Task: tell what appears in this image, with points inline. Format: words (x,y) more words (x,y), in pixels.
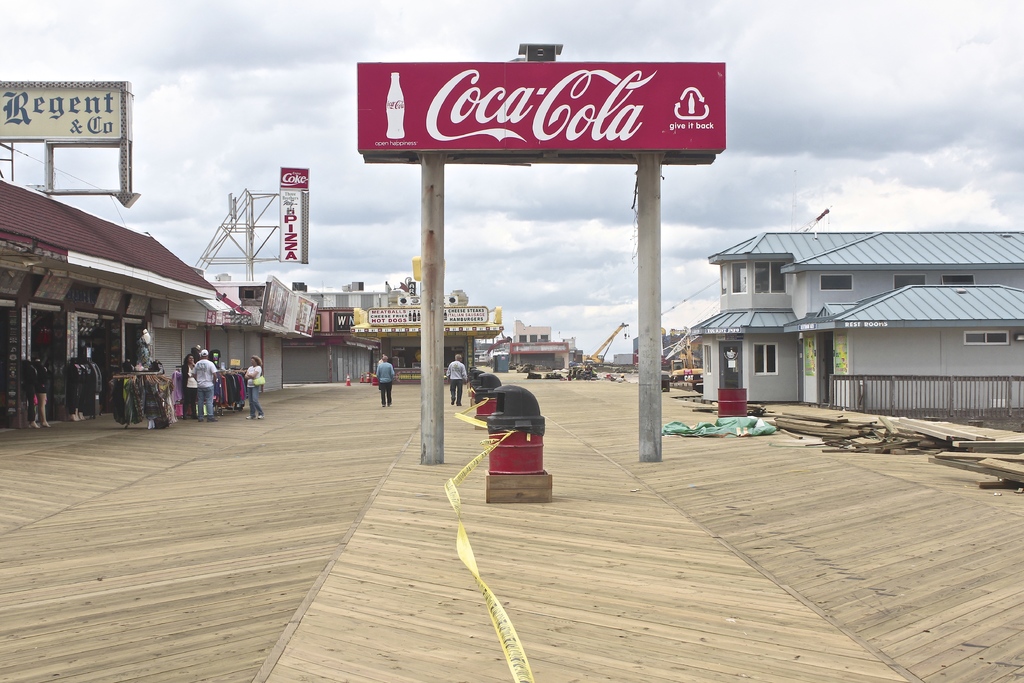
Here there are buildings (320,333) with the windows (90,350), here people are standing, this is sky (555,190).
